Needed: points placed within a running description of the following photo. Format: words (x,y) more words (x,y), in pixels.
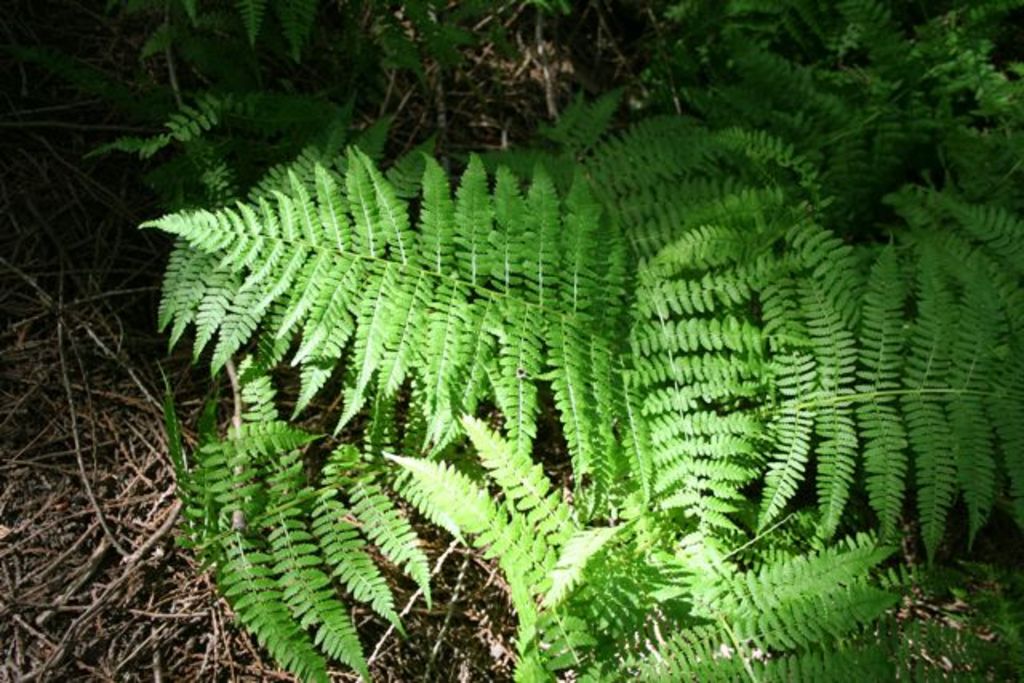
In this image I can see few green plants (426,350) and few sticks (148,448).
